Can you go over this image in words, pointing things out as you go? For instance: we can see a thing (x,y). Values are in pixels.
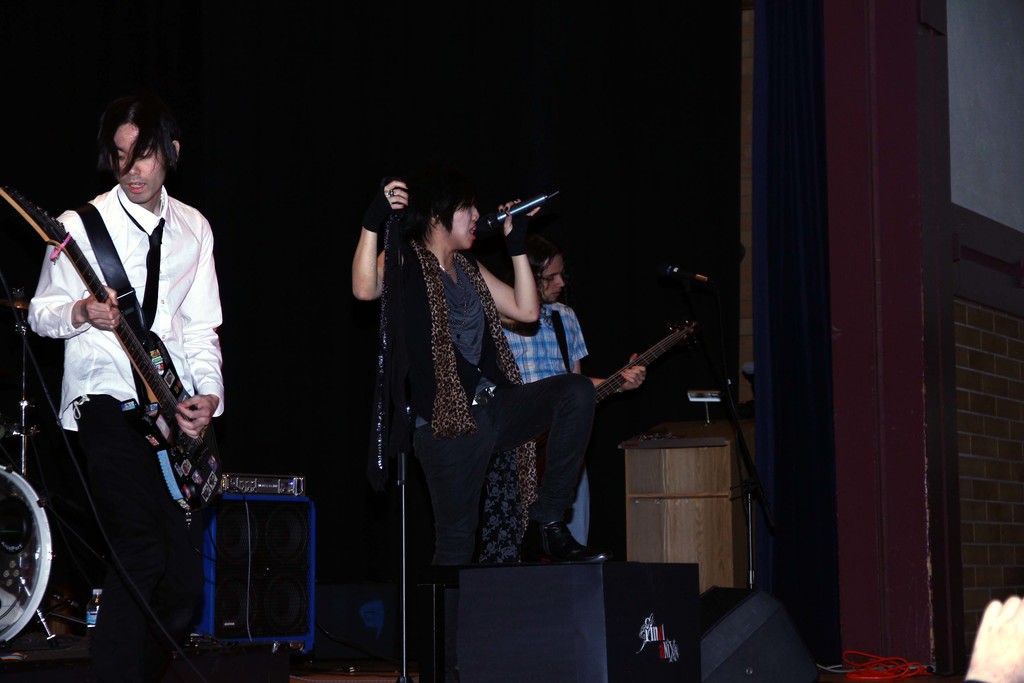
A person (143,270) is wearing a shirt (172,351) holding a guitar (171,420). And another lady (420,340) is standing and holding a microphone (491,227) and singing. A person (532,351) is behind her wearing a blue shirt (546,355) and holding a guitar (614,386). And lady (477,388) wearing the black dress (480,536) is keeping his legs (562,552) on the stand (575,580).
